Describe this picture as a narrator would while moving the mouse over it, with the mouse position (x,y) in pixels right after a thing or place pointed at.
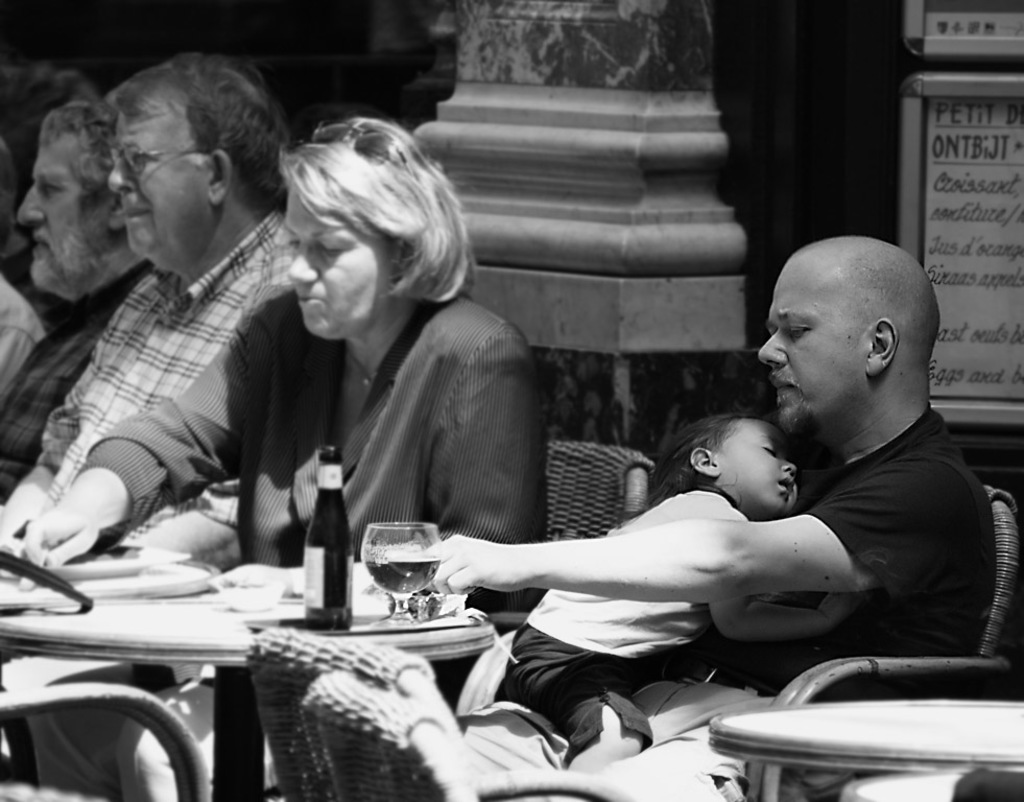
In this picture there are few people (119,337) sitting on the chair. There is a glass (362,557), bowl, bottle (339,564) on the table (165,599). There is a man (811,532) holding a child (742,499) sitting on the chair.
